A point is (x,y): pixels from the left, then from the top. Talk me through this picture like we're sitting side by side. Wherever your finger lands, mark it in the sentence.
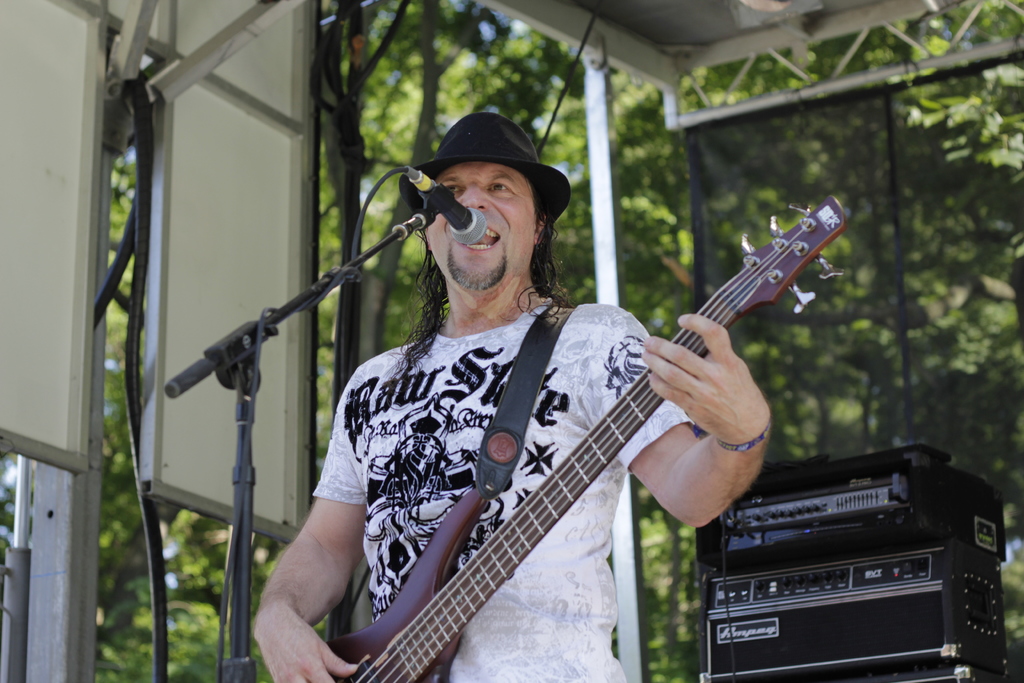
In this image the man (462,440) is standing and holding a guitar (386,623). There is mic (475,238) and stand (249,339). At the back side (394,128) there are trees (417,89).
